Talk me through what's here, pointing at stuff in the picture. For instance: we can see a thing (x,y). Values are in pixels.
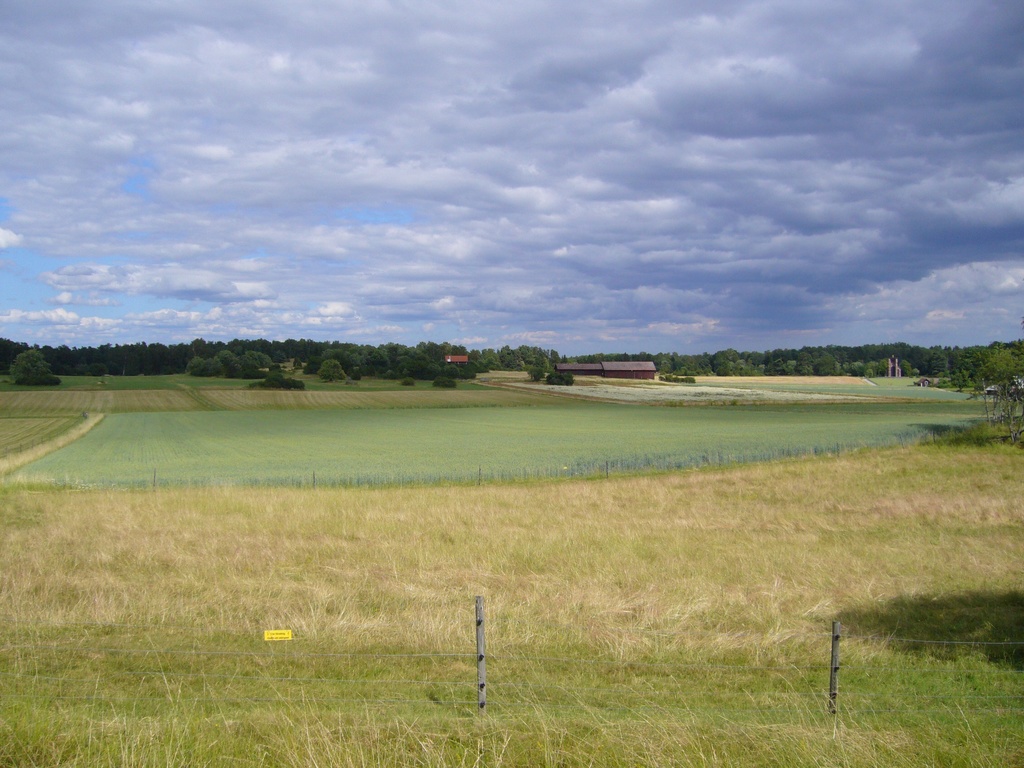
In this image I can see an open grass ground (490,458) and on the bottom side of the image (839,624) I can see two poles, few wires (434,654) and a yellow colour board (269,638). In the background (965,351) I can see number of trees (683,374), few buildings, clouds (556,317) and the sky (372,122).
